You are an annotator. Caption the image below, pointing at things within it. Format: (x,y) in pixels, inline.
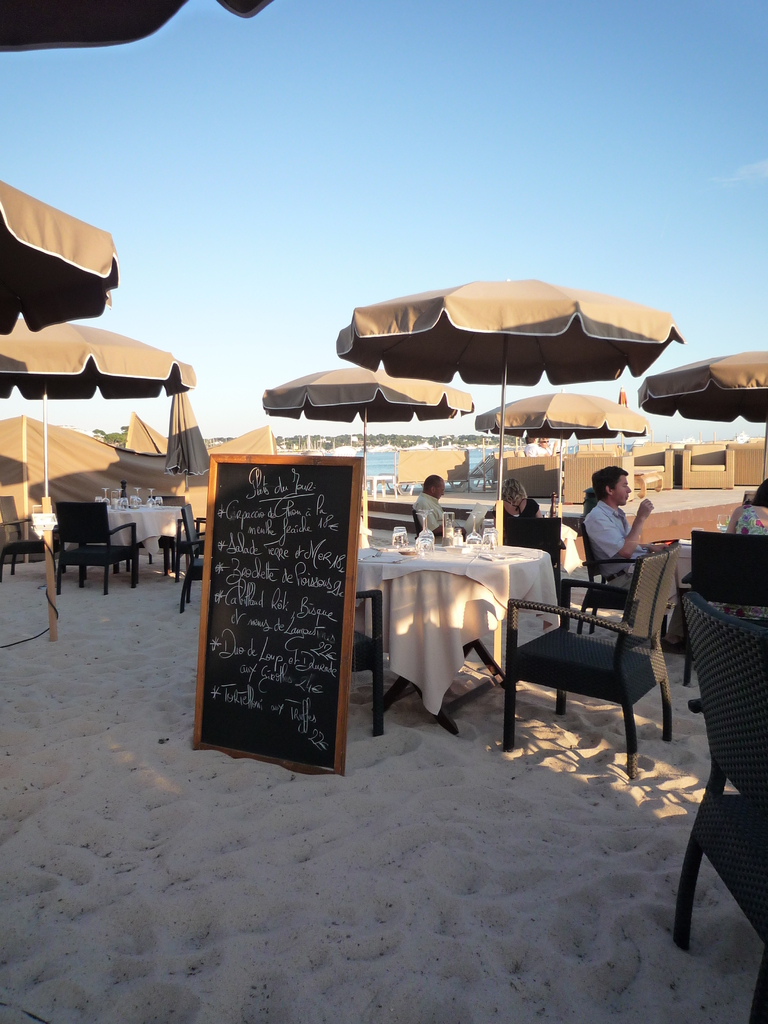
In this image we can see a group of objects (490,536) on tables (404,614) and chairs (624,703). There are few persons (633,530) and umbrellas (47,394) in the foreground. On the left side (79,451), we can see a cloth (165,446). Behind the person (597,480) there are few objects (432,456) and the water (377,453). Behind the water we can see a group of trees (453,438). At the top (452,109) we can see the sky (363,165). In the foreground (248,642) we can see a board (248,712) with text (287,695).
